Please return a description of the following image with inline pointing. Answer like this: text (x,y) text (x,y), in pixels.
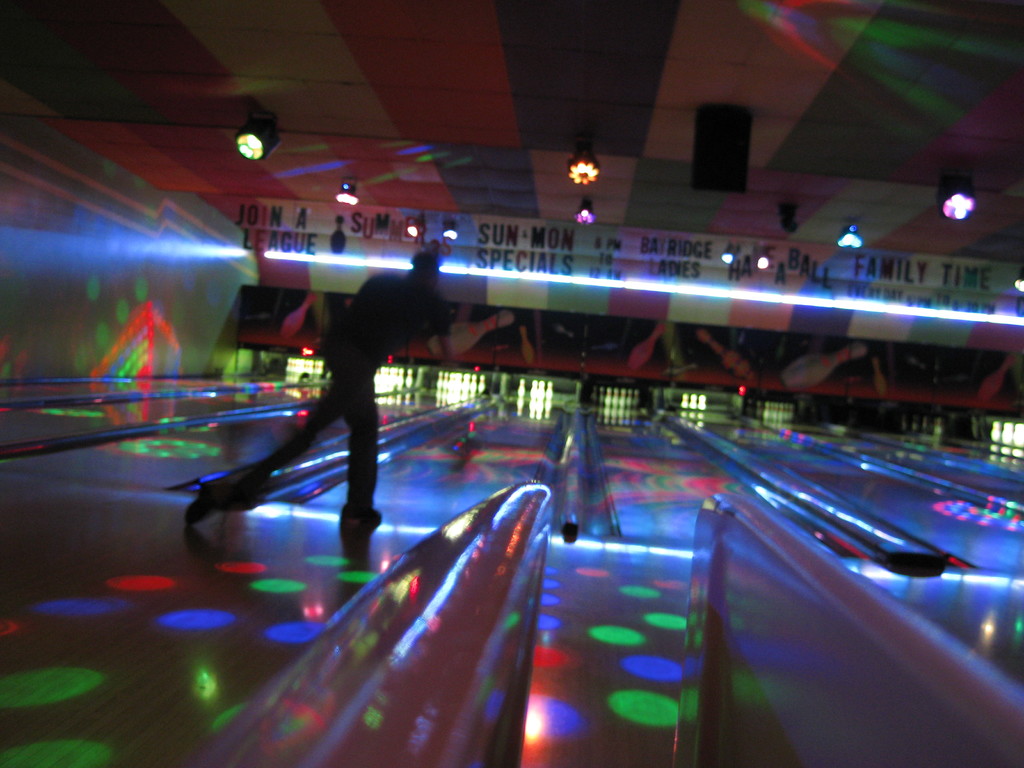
In this picture I can see the bowling court (639,542). On the left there is a man (398,336) who is throwing the ball (469,455). In the background (1014,427) I can see the pins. At the top (737,128) there is a speaker (730,139) and lights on the roof (669,165). At the bottom (988,514) I can see the light beams (306,709) in different colors.
